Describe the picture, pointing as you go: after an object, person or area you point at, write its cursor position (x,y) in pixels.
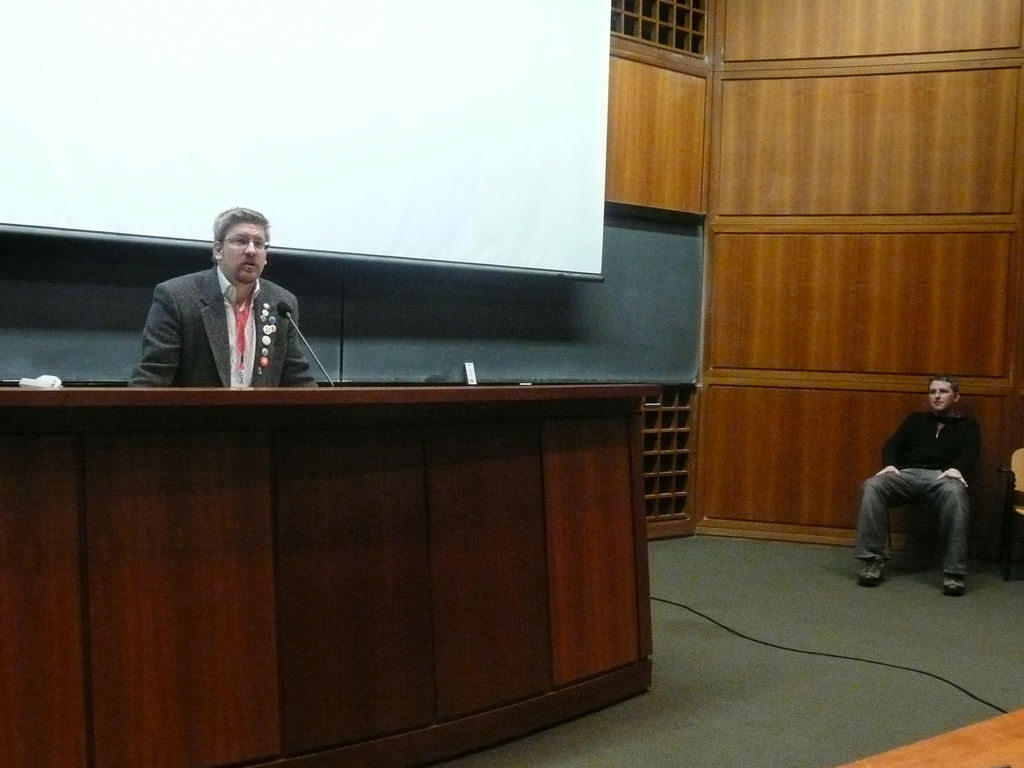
The image consists of man (246,329) wearing a suit (282,349) talking on mic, backside of him there is screen (306,125), it seems to be court (929,702) or meeting area (302,556) and to the wall (982,410) at right side (957,481) there is a man (935,455) sat.
